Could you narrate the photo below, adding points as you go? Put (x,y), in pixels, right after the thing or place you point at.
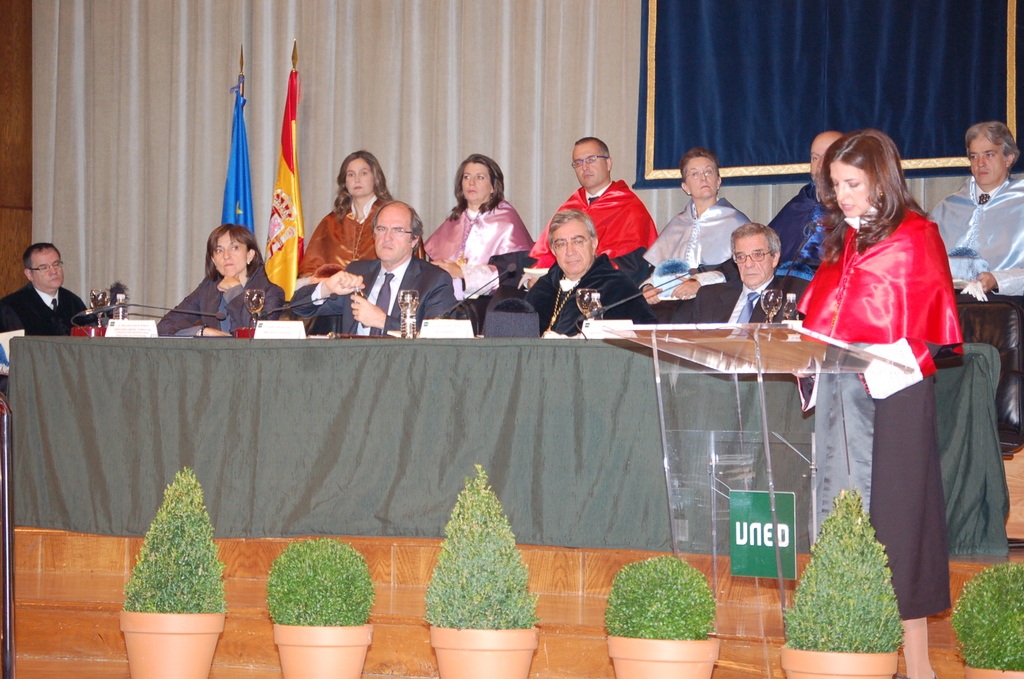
Here in this picture on the right side (809,315) we can see a woman (813,291) standing and speaking something in the microphone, which is present in front of her on the speech desk (743,339) over there and we can also see other people (446,299) sitting on chairs (491,307) behind her with table (388,374) in front of her having microphones (578,329) and bottles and glasses (250,318) present on it over there and behind them we can see flag posts (244,171) and curtains (315,21) present over there and in the front (189,527) we can see plants (182,548) present over there.
